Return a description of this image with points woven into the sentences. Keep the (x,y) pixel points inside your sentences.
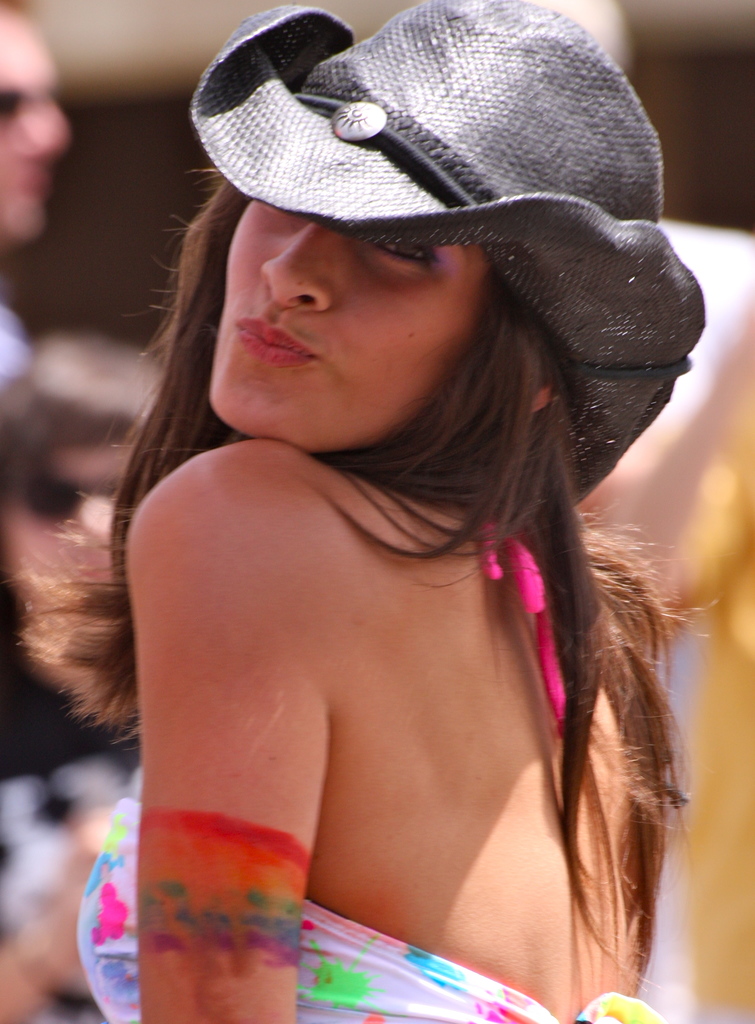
In this image there is a girl (247,503) who is having a black colour hat (407,151).
